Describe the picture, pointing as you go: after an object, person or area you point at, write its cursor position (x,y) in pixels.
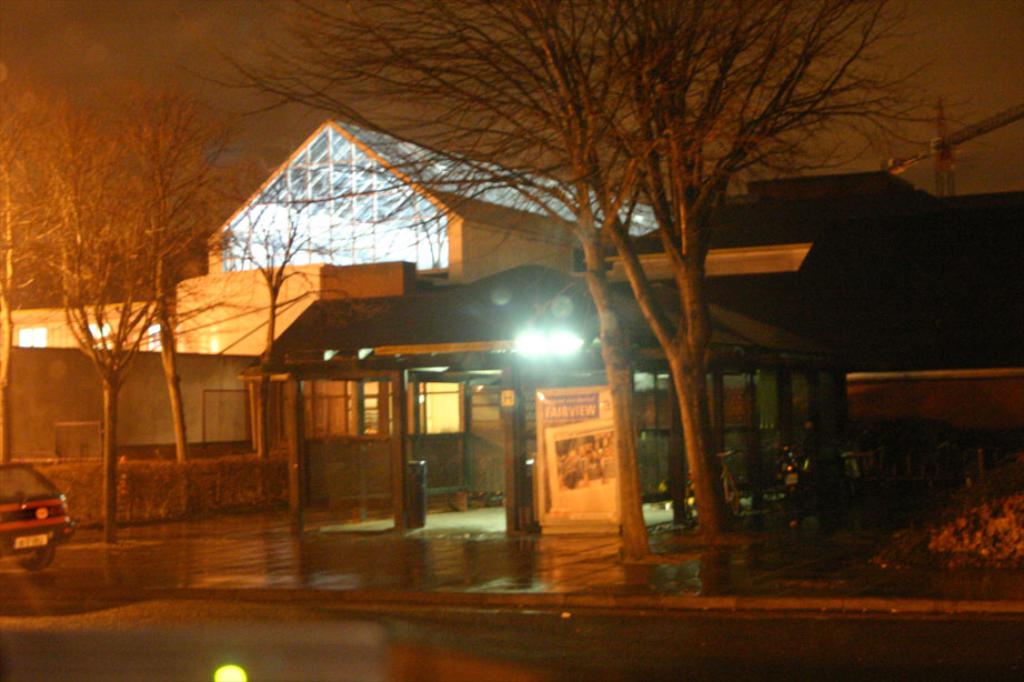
In this image we can see the buildings (317,430). In front of the buildings (527,420) we can see a board (577,458) with text (565,409) and the trees (6,305). On the left side (14,496), we can see a car (19,528). At the top (199,37) we can see the sky (352,82).
